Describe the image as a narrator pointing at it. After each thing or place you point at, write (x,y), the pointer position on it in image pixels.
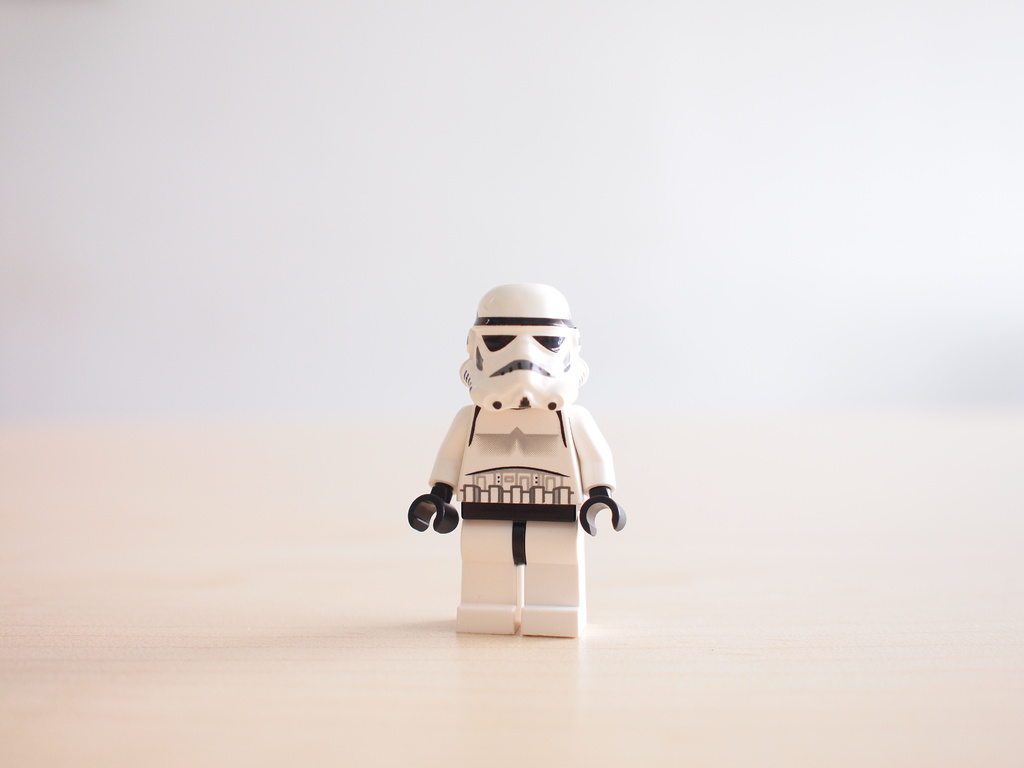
In this image we can see a toy (516,504) on the surface (629,491), and the background (440,215) is white in color.
